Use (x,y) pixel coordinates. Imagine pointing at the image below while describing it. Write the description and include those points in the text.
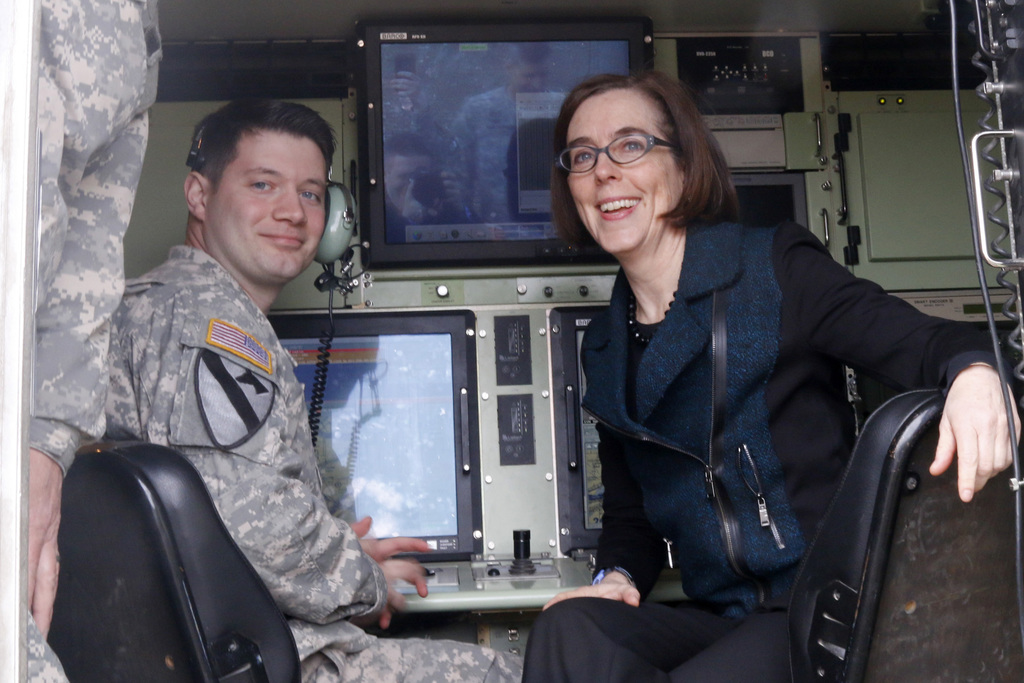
There are two people (308,564) sitting on the seat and both of them are posing for the photo, in front of the people (216,129) there are three screens (497,254) and other machines (525,527).
